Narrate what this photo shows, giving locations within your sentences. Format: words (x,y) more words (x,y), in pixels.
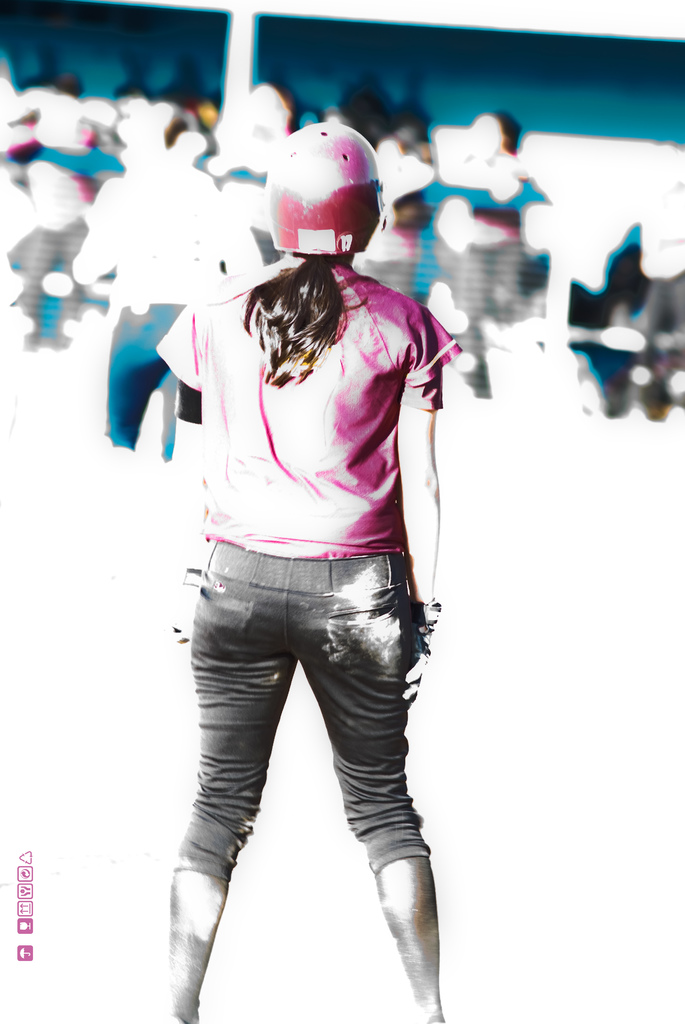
In the image there is a girl (280,397) standing in pink t-shirt (338,553) and jeans (400,640), she is wearing a pink helmet (326,210) and the background (106,97) is blurry.
